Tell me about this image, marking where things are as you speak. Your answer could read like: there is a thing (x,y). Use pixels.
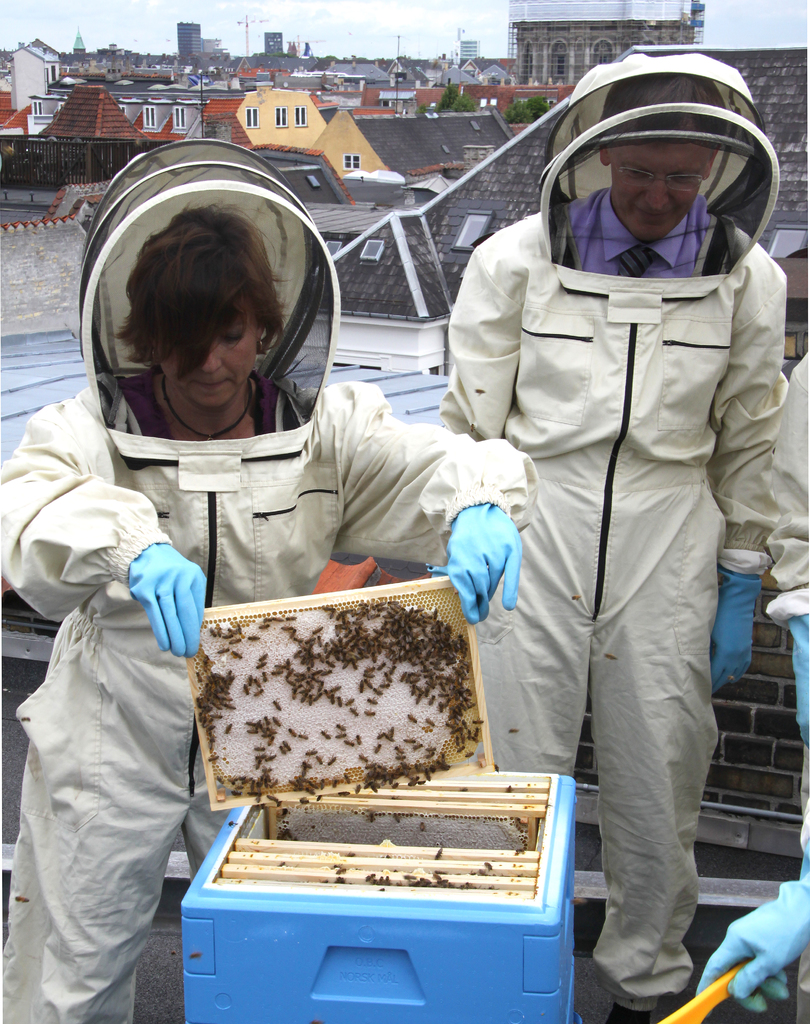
In this image, we can see people (506,344) wearing safety suits (449,479) and one of them (159,634) is holding an object (388,699) and there are bees (374,688) on it. At the bottom (318,959), there is box (405,913) with bees (439,855). In the background (375,118), there are buildings (311,146) and poles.
